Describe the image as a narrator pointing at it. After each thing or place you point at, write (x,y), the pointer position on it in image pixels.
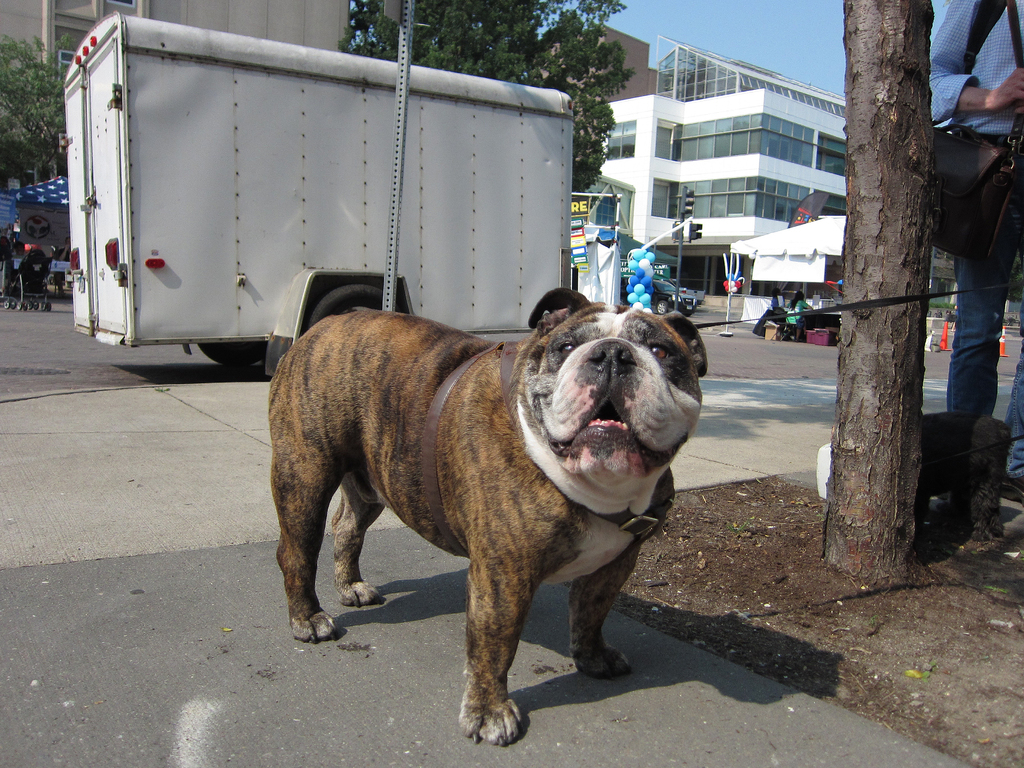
In this image I see a dog (479,439) over here which is of brown, white and black in color and I see a person (965,317) over here who is carrying a bag (957,230) and I see the path (1013,508) and I see few vehicles (433,216). In the background (642,303) I see the stalls (0,233), buildings (661,222), trees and I see balloons (640,271) over here and I see the traffic signals (682,210) and I see the blue sky (765,15).
